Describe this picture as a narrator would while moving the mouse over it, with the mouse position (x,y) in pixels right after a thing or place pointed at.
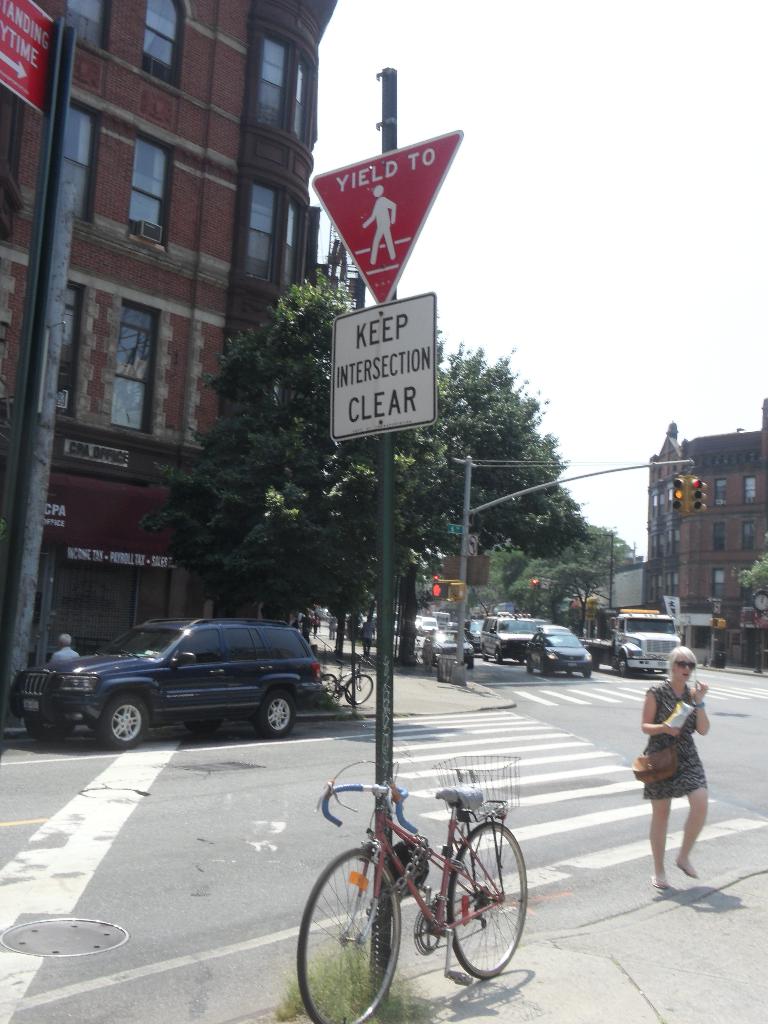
In this image we can see a pole (388,509). There are boards (381,307) with some text (392,397). There is a bicycle (481,805). In the background of the image (241,439) there are buildings (749,635), trees (595,557), cars (437,654) on the road (498,739). There is a lady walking to the right side of the image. At the top of the image (569,96) there is sky (558,76).
